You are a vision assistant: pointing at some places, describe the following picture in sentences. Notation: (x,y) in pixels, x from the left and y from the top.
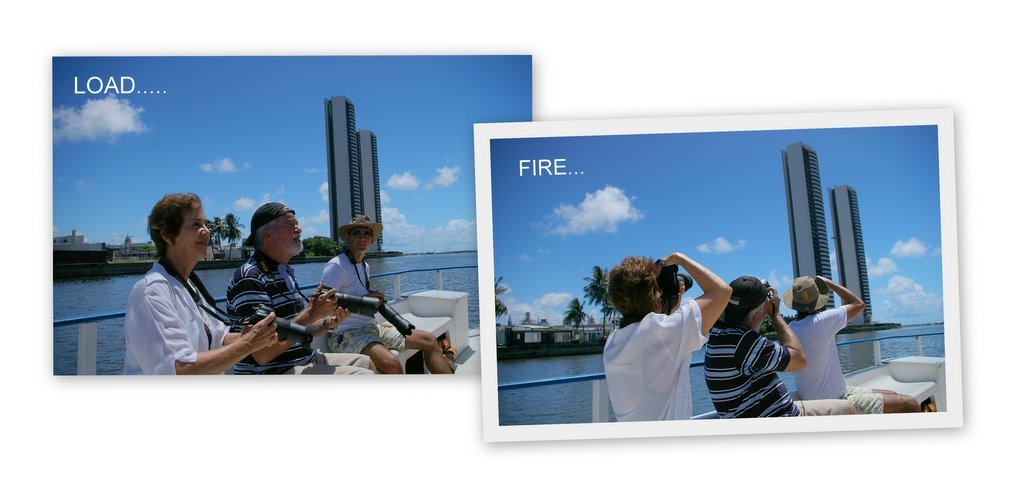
This is a collage picture and in this picture we can see three people (358,324) sitting on a bench (418,297) and holding cameras (275,327) with their hands (250,332), fence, water (433,288), buildings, trees (331,243) and in the background (434,160) we can see the sky (462,147) with clouds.
